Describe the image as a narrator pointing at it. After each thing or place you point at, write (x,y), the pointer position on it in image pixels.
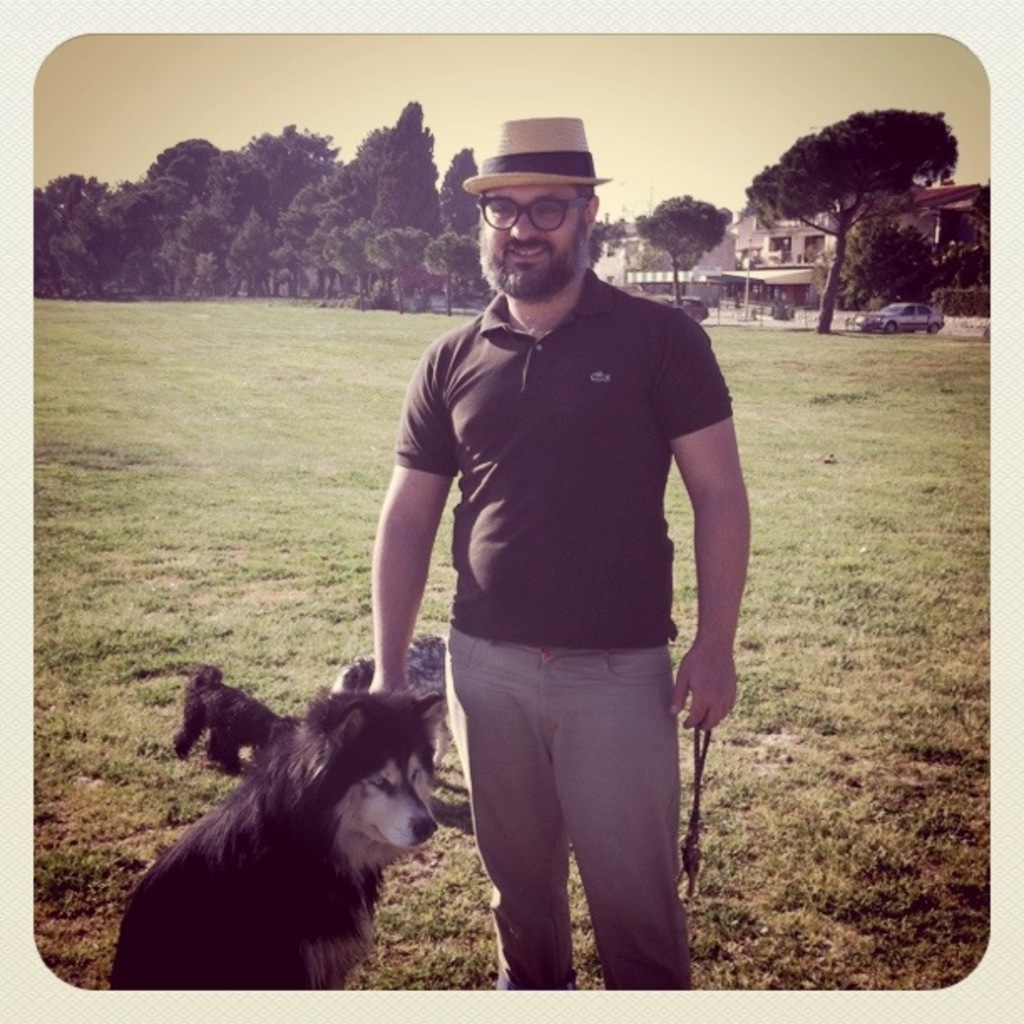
In this image we can see a man (549,389) wearing the glasses (504,200) and also the hat (538,178) and holding an object (690,877) and standing and also smiling. We can also see the dogs (270,816), grass (833,692), trees (313,175), buildings (782,218) and also the car (921,324). We can also see the sky (951,86) and the image has borders (1011,12).
